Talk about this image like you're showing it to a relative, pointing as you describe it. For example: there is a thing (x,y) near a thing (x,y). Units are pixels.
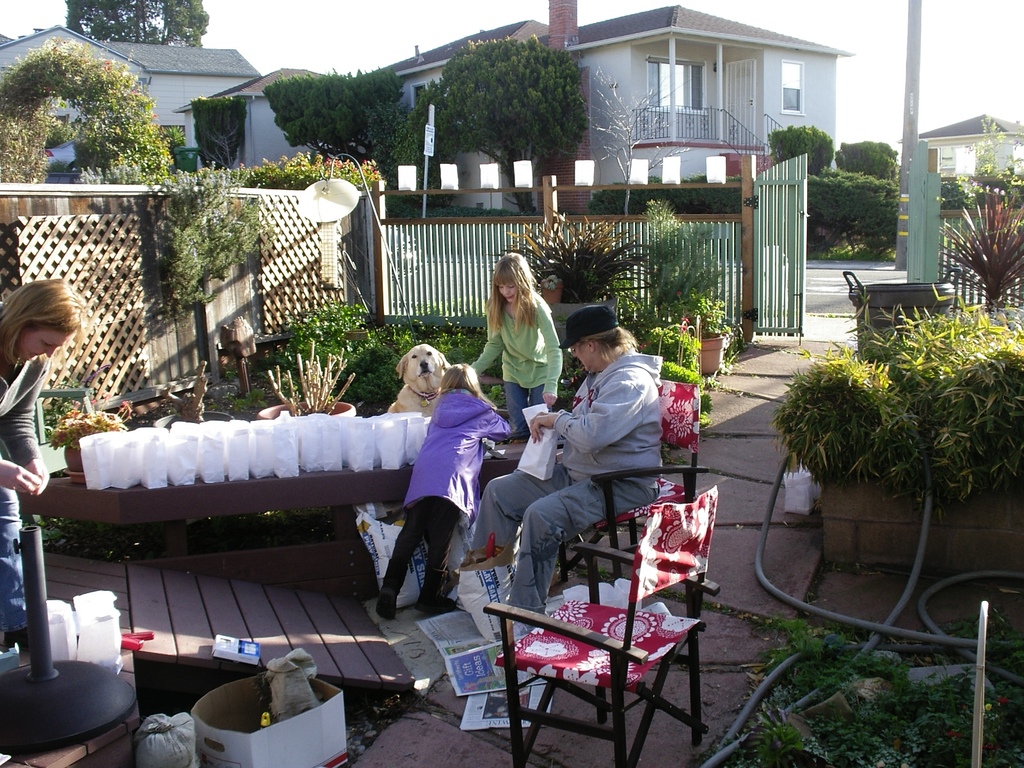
As we can see in the image there is a sky (355,19), building (695,75), brown color roof (698,15), trees (382,83), plants (834,214), wire (841,616), white color dog (415,388), grass (402,346), few people (415,540) here and there. There are chairs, box (238,712), newspaper (466,654) and there is a lamp (334,192) over here.
